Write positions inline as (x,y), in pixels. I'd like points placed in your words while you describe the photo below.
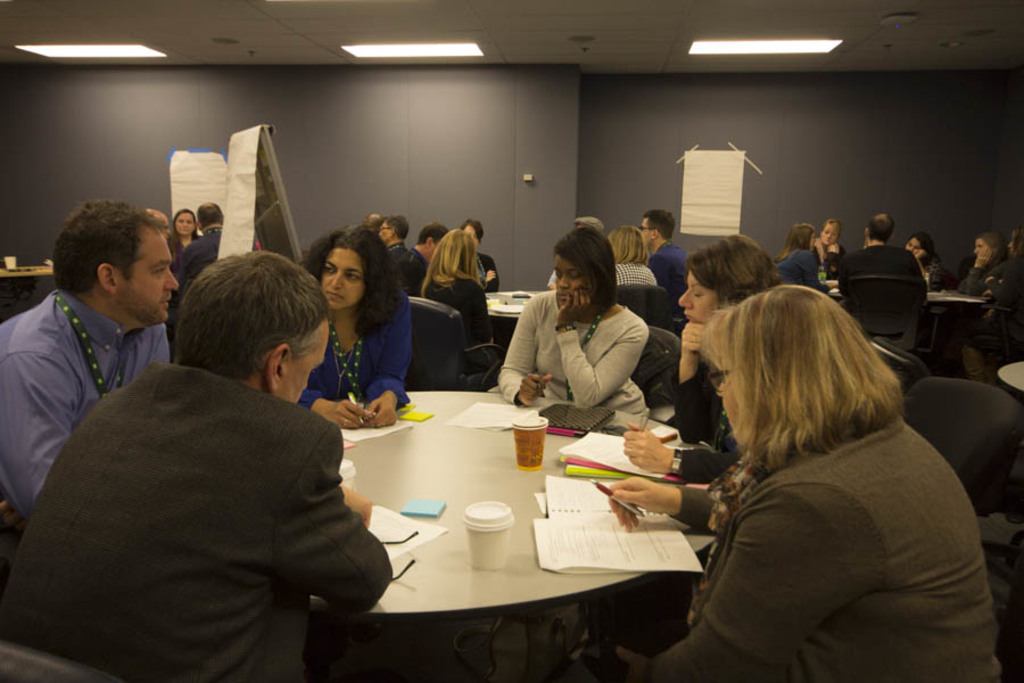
In this image I can see number of people (442,261) are sitting on chairs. I can also see few cups (529,447) and papers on this table (456,556). In the background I can see few more tables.
